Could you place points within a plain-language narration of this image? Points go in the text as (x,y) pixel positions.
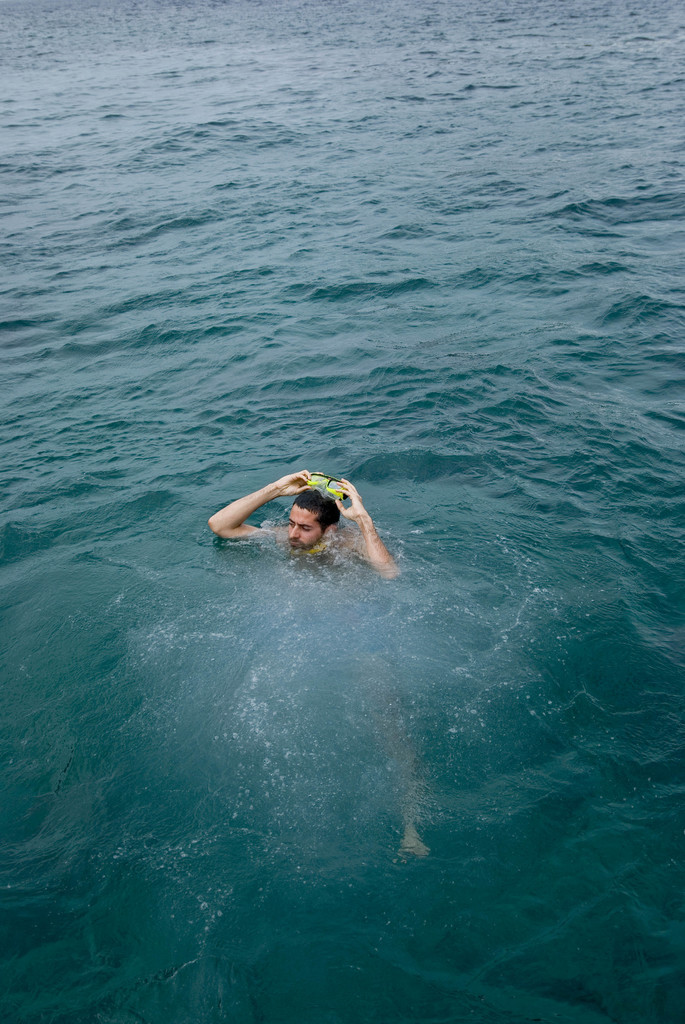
In this picture I can see a person (334,543) in the water (340,586). I can see swimming goggles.
